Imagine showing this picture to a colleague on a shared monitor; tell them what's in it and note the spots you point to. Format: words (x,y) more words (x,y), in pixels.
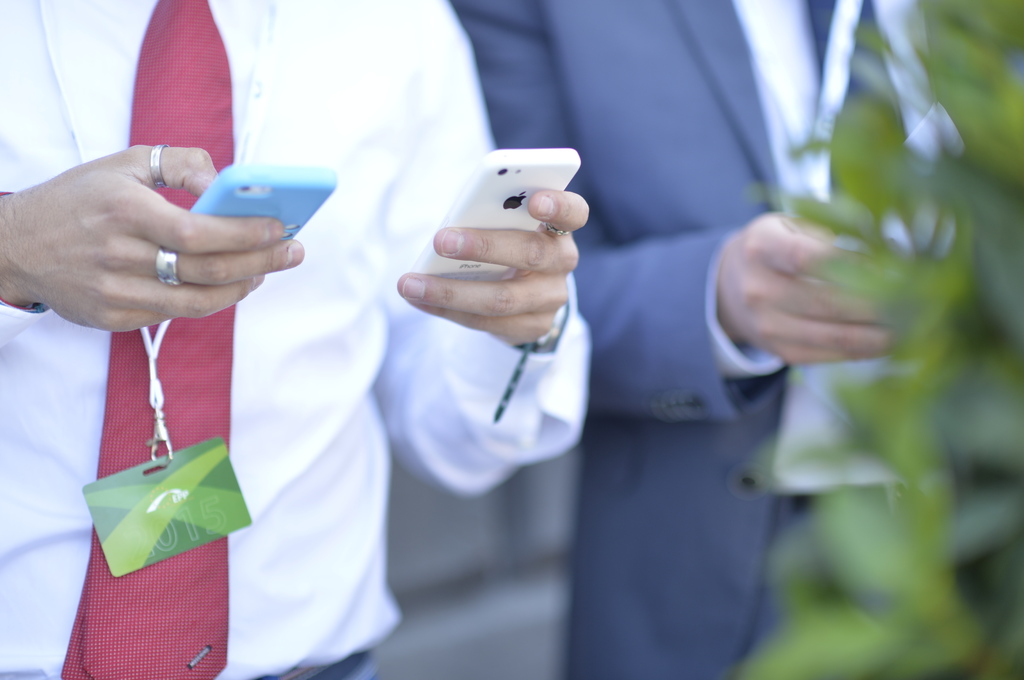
In this picture we can see there are two people (89,245) standing and a person (248,245) in the white shirt (299,276) holding the two mobiles (220,204) and another person (838,285) is in the suit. In front of the people (338,129) there is a plant (895,422).
